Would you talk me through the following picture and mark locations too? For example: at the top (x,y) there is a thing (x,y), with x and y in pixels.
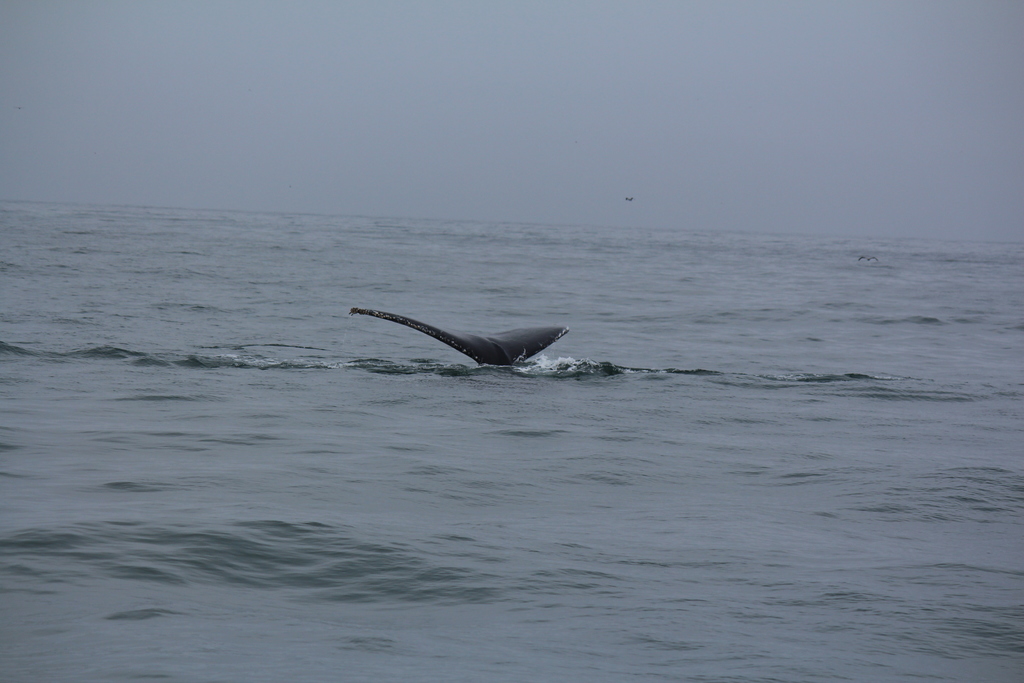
In this picture we observe a water animal (522,347) swimming in the ocean (311,417).
